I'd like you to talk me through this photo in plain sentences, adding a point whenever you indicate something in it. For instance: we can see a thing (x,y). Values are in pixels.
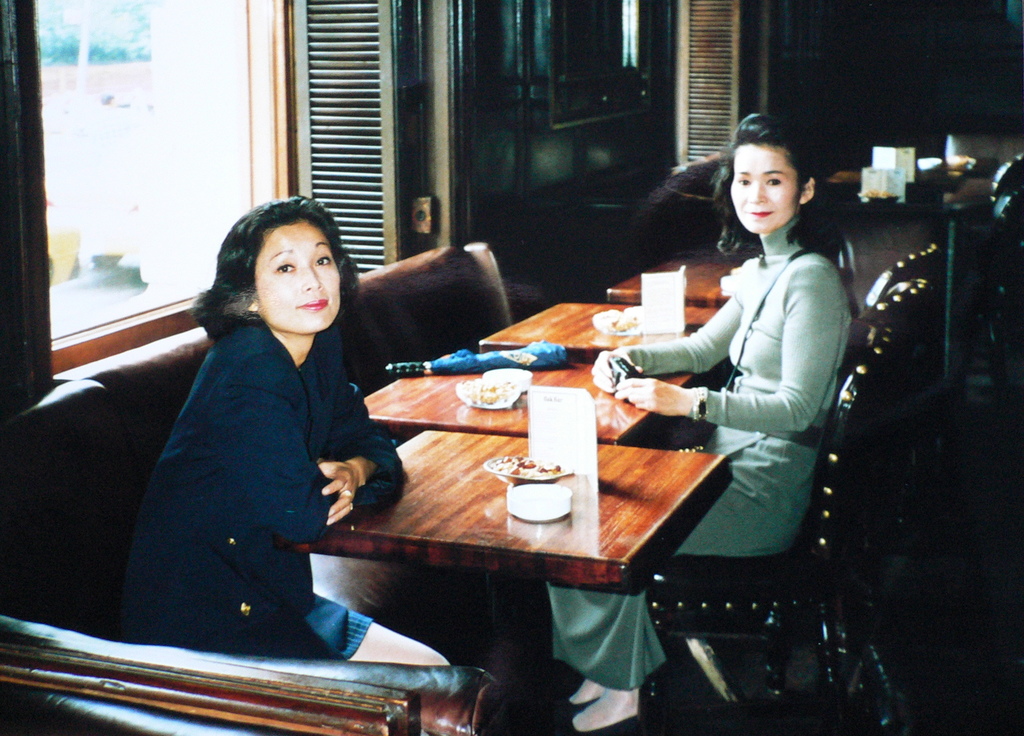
There are two women (329,366) sitting here in the chair (726,557) in front of a table (513,409). There is some food (476,397) on the table (500,412) in front of them. We can observe a window (199,126) in the background (430,134) and a wall (523,128) here.
